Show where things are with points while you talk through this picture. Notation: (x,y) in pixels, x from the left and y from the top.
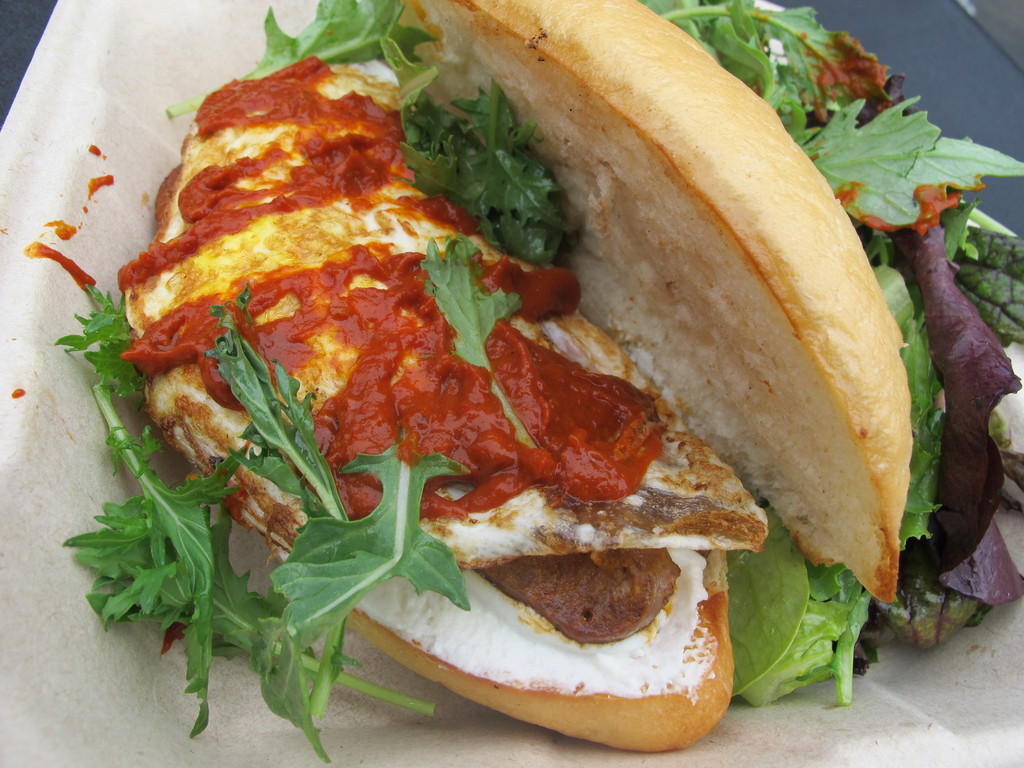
In this image we can see a food item (459,180) on the white surface (37,74).
